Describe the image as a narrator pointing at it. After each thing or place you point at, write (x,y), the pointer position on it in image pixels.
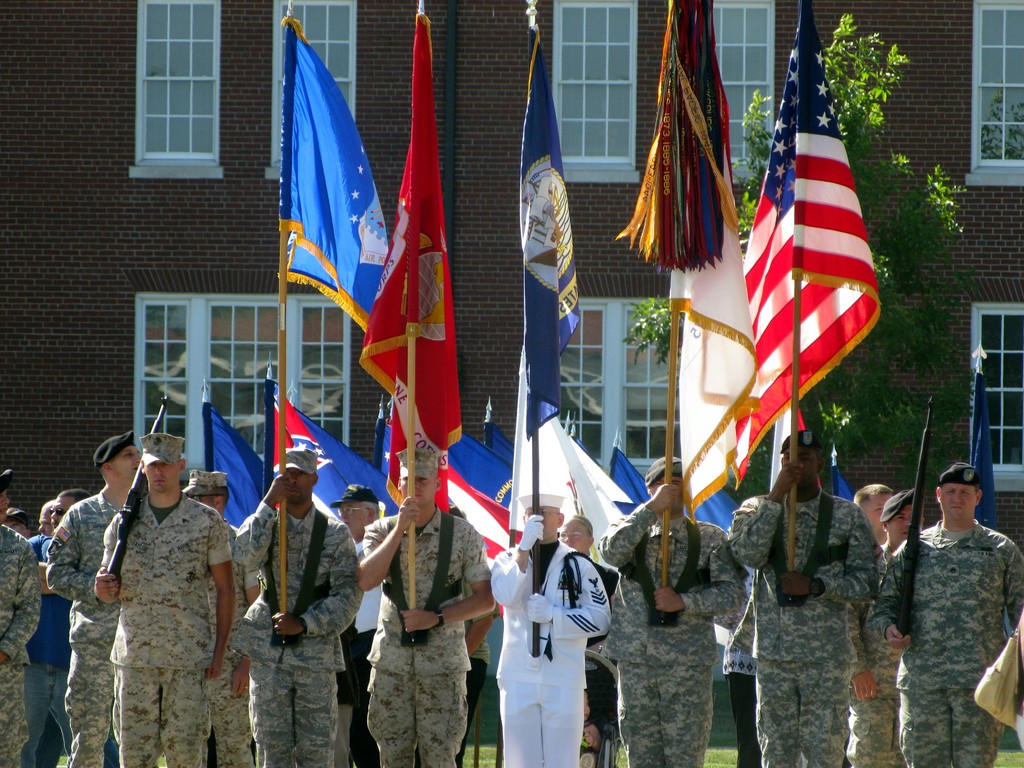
In this image I can see the group of people (908,743) are standing and few people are holding flags (717,253). I can see the building (86,50), windows (976,85) and trees (897,267).
